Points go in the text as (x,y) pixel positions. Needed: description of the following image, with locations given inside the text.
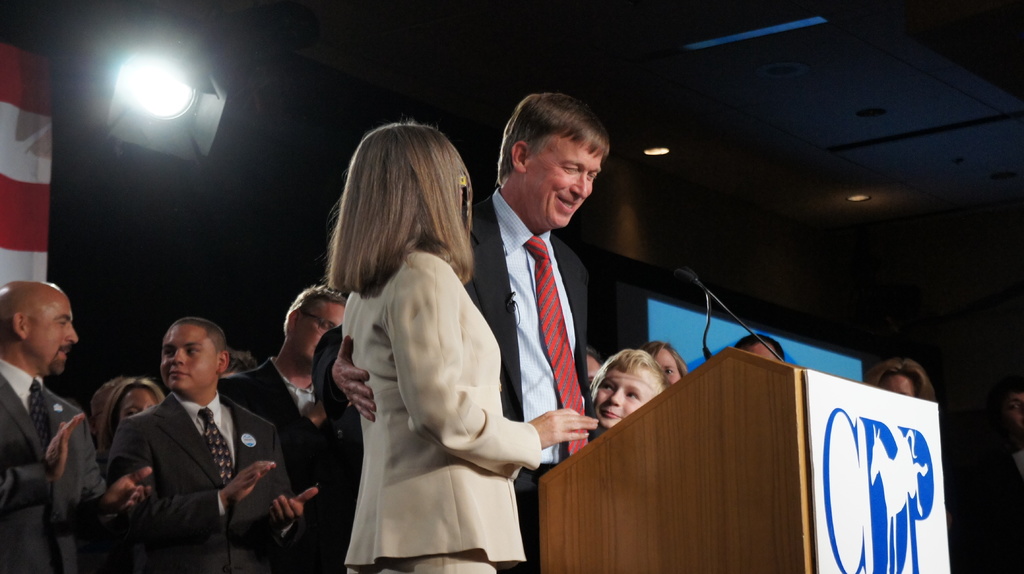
In this image we can see a group of persons (294,339). In the foreground (622,430) we can see a podium (772,477) and a board (844,520) is attached to the podium (762,391). We can see some text (871,436) on the board (840,504) and there is a mic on the podium (715,365). Behind the persons (584,277) we can see a screen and a cloth (35,218). At the top (207,121) we can see the roof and lights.
